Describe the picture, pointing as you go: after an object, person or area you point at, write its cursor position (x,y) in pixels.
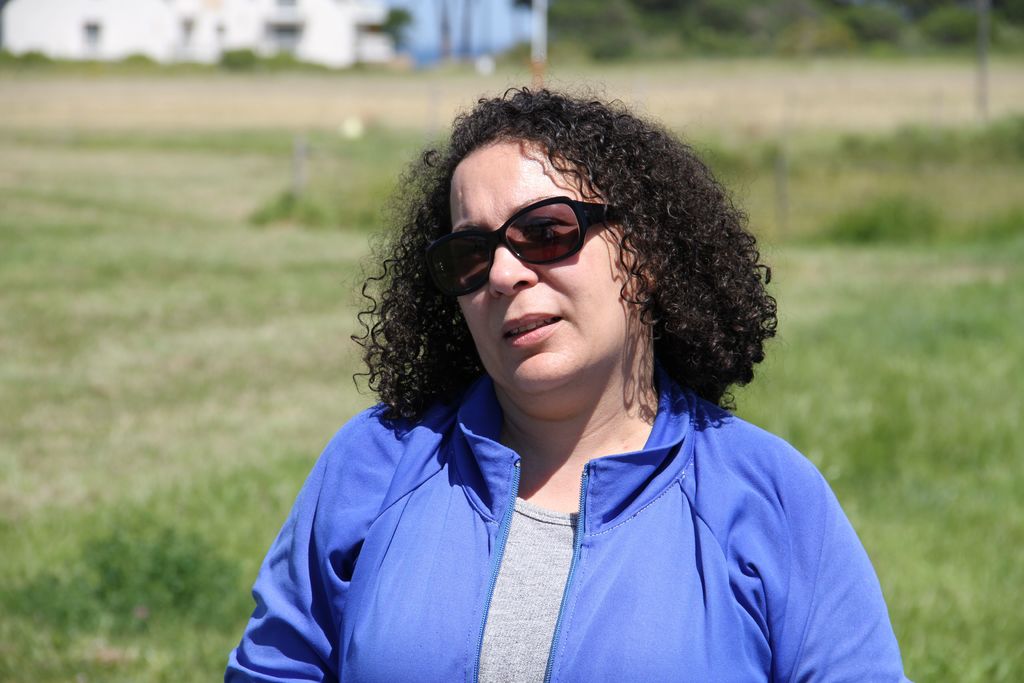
In this image I can see the person (541,560) with blue and ash color and also specs (459,291). She is on the ground (198,420). In the back (443,42) there are trees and the building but it is blurry.
